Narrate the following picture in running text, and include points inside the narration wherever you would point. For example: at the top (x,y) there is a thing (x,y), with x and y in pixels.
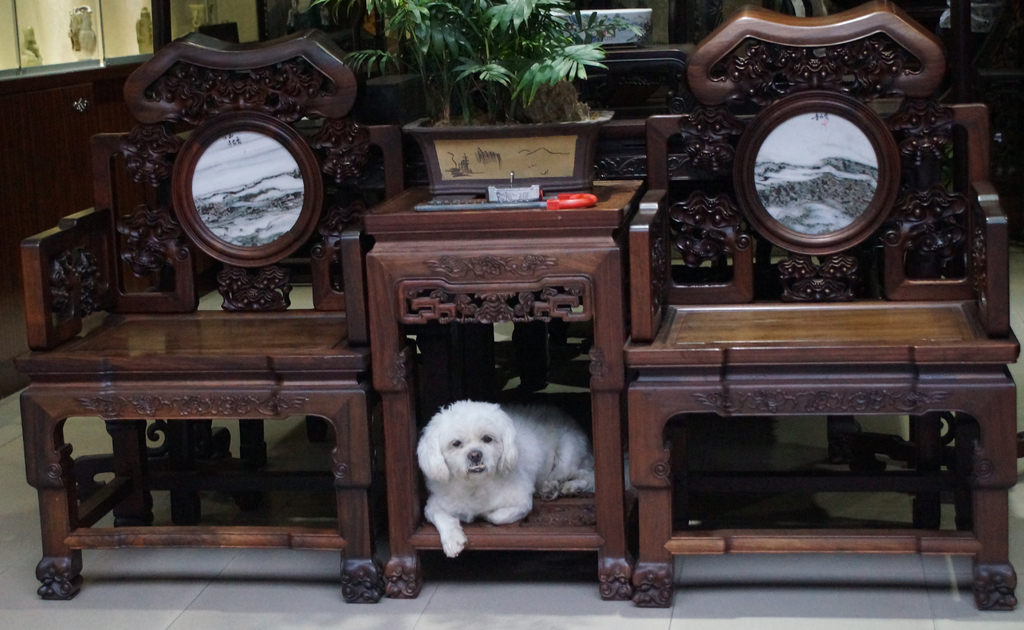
In this image we can see chairs (271,340) and a side table (496,216). On the side table (496,216) there is a house plant (487,181) and a dog (521,452) lying on the lower shelf (536,498) beneath it.
